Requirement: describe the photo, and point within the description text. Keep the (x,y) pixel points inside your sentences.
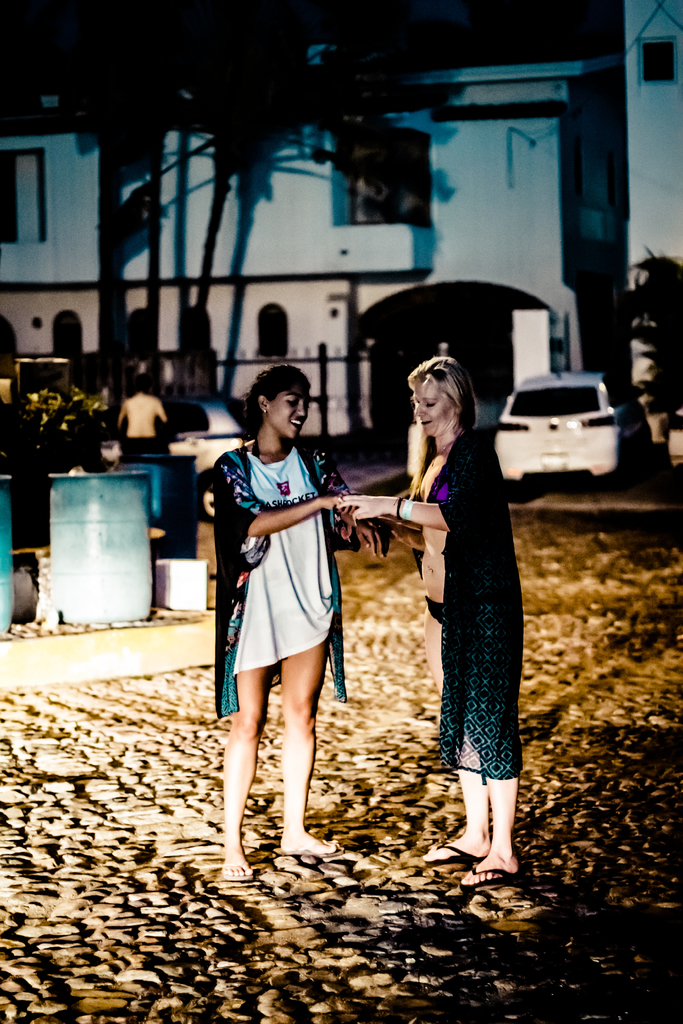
In this image we can see there are two girls (397,523) standing on the ground (353,905). On the left side (105,554) there are some drums (115,551). In the background (200,262) there is a building (264,238) and trees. In front of the building (506,294) there is a car (560,439) parked.
